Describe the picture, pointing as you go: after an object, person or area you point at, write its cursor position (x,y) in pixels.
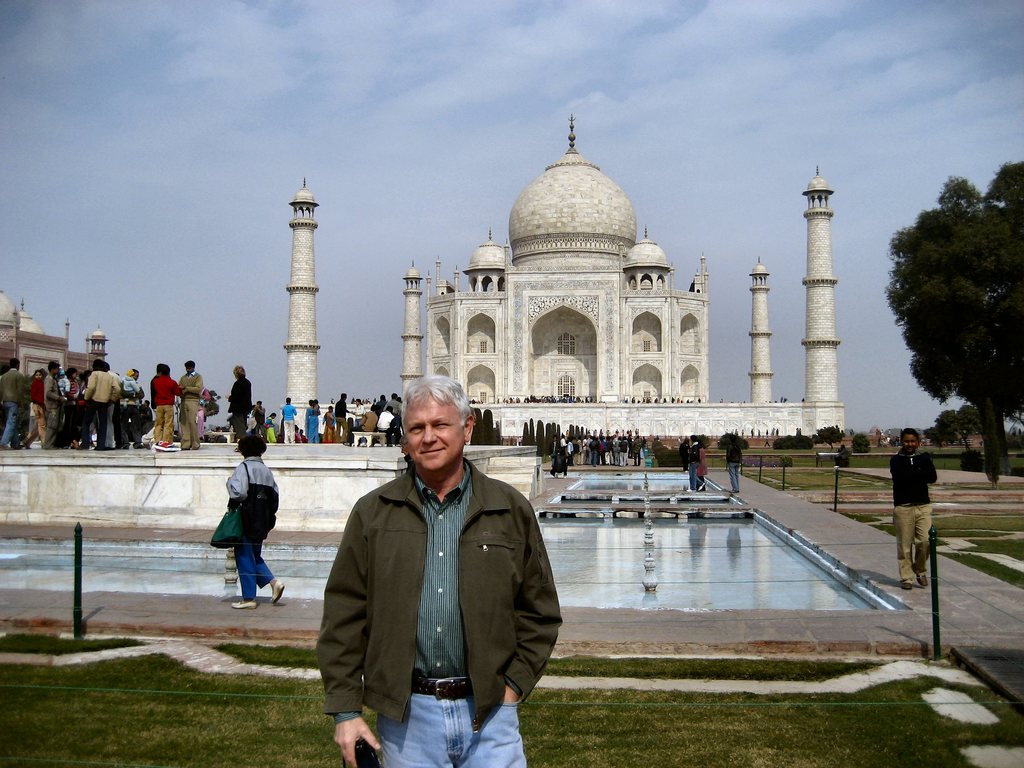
In this image I can see a person (442,607) wearing shirt (425,599), jacket (419,596) and jeans (429,703) is standing and holding a black colored object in his hand (360,728). In the background (146,398) I can see few persons (244,442) standing, few poles (758,470), some grass (813,465), few trees (1013,314), the Taj Mahal (301,300), a building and the sky (280,160).
